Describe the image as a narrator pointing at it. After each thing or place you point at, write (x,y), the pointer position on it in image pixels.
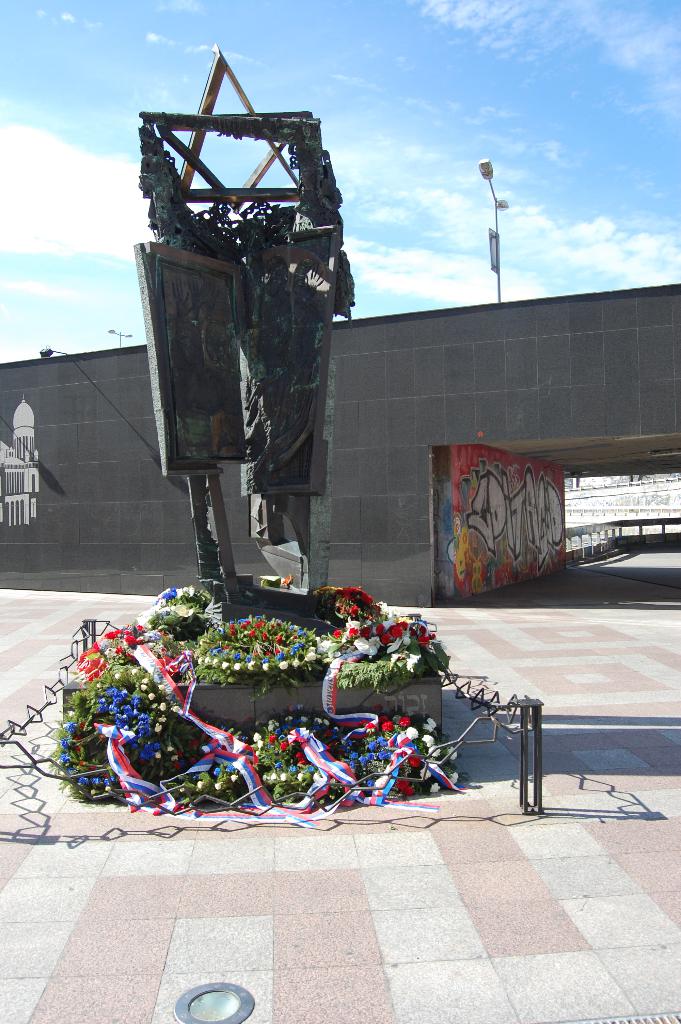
Here we can see a memorial (293,541), flower bouquets (227,635), wall (349,421), and poles (525,788). In the background (474,247) there is sky (342,174) with clouds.
